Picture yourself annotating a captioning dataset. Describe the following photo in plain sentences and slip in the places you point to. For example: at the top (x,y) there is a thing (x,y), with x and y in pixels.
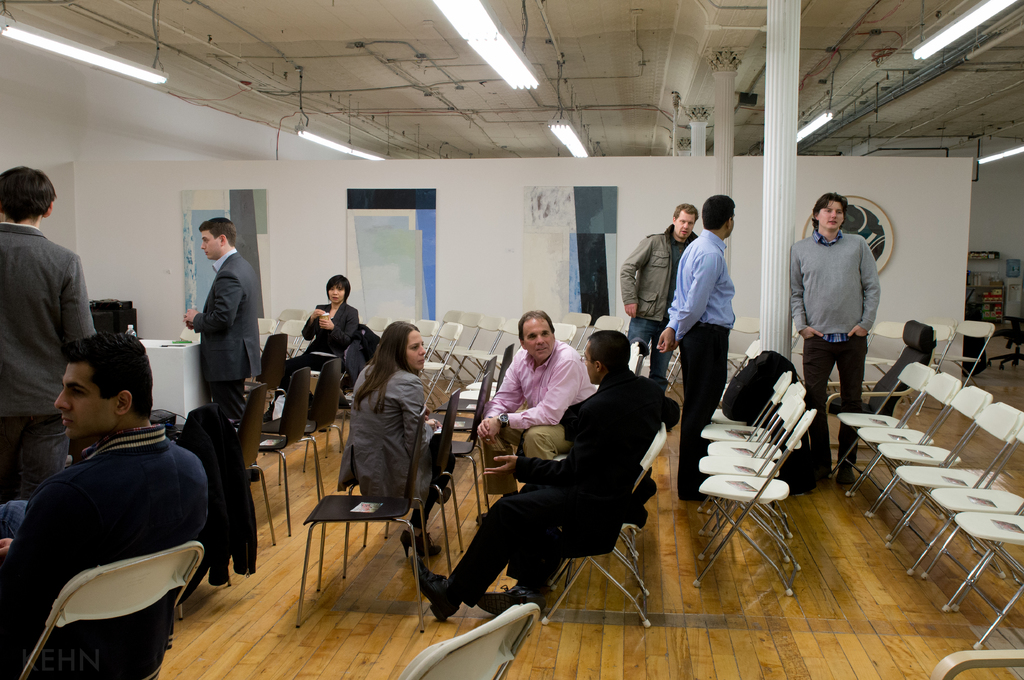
In this picture I can see few persons (568,482) are sitting on the chairs (634,502). On the right side (849,235) few persons (868,244) are standing, at the top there are lights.
